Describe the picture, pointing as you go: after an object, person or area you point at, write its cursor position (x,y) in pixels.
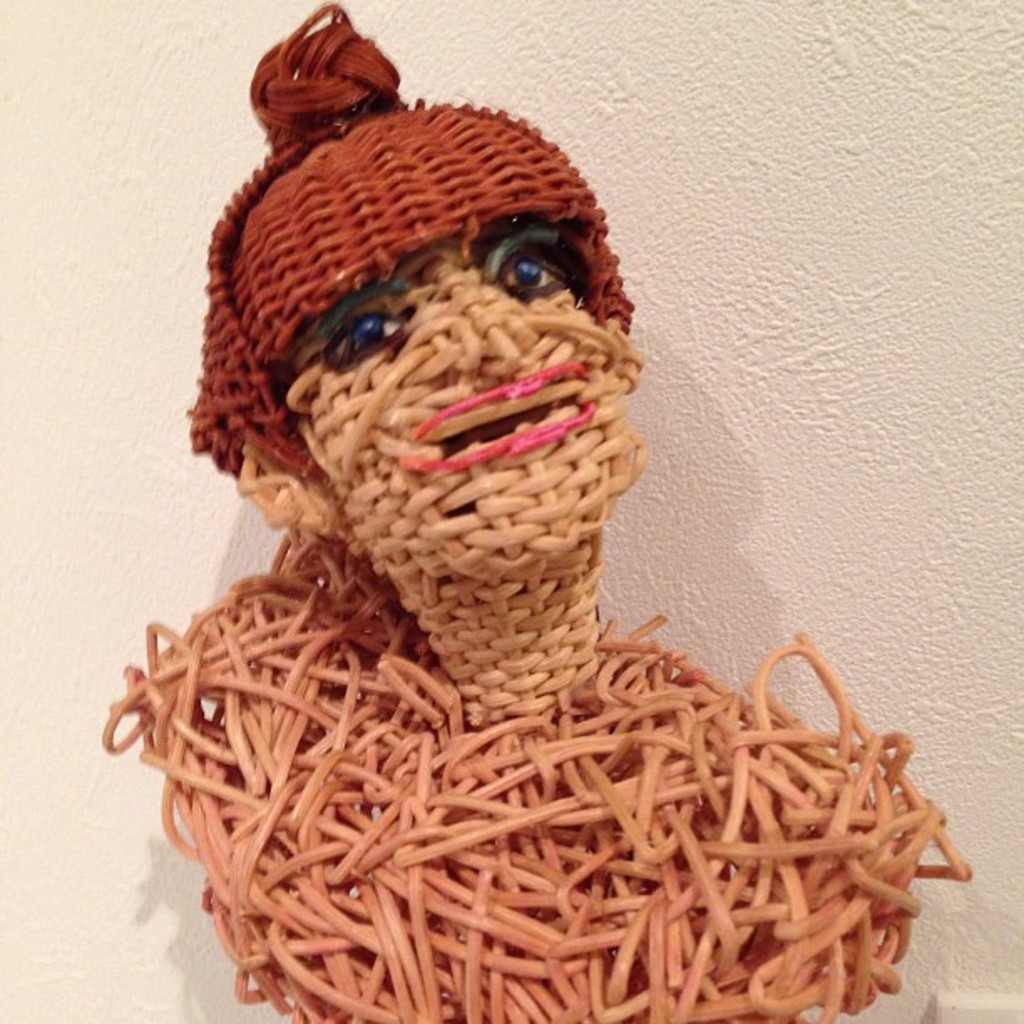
In this picture we can see a toy (408,885) made of wooden splints (325,337) and in the background (799,87) we can see the wall (719,594).
